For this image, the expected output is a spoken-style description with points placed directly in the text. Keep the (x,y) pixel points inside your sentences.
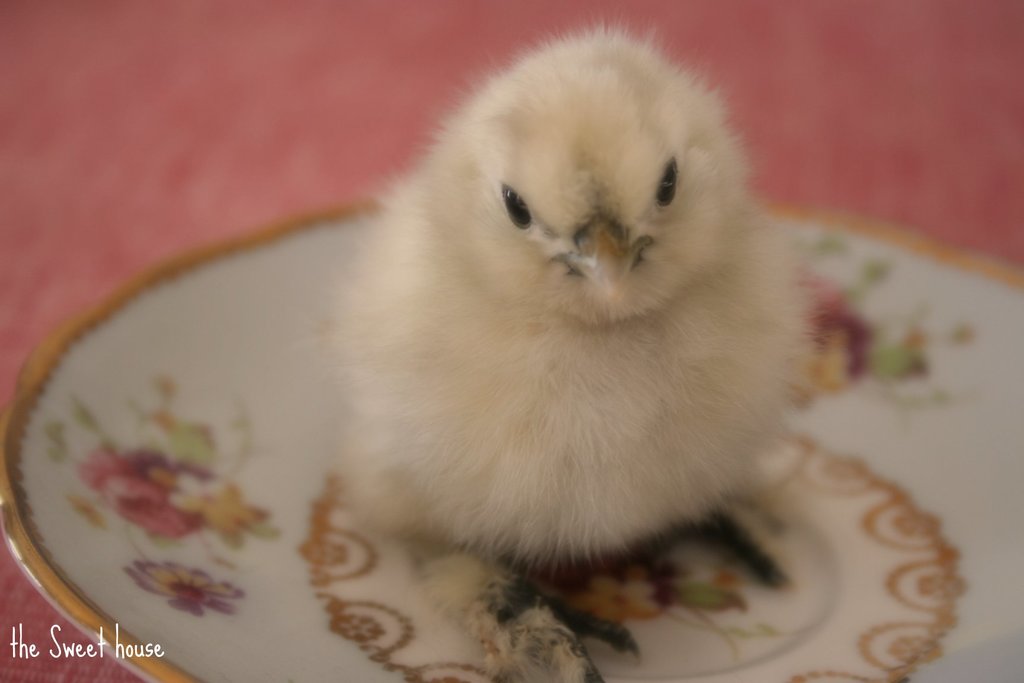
In this image I can see a white colour plate (978,314) and on it I can see a cream colour bird (416,315). On the bottom left corner (17,637) I can see a watermark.
